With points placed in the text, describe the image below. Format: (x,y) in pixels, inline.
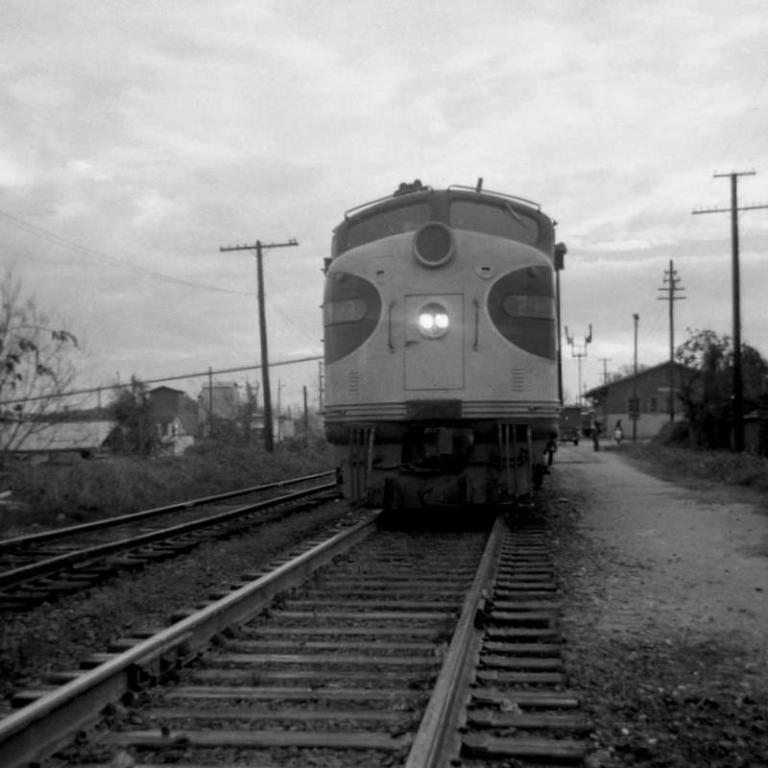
This image is taken outdoors. This image is a black and white image. At the top of the image (161,134) there is the sky (293,87) with clouds (603,83). At the bottom of the image (387,678) there is a railway track (302,624) on the ground (613,572). In the middle of the image (387,382) a train (387,382) is moving on the track (412,547). There are a few houses (179,419). There are a few poles (267,348) with wires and street lights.
